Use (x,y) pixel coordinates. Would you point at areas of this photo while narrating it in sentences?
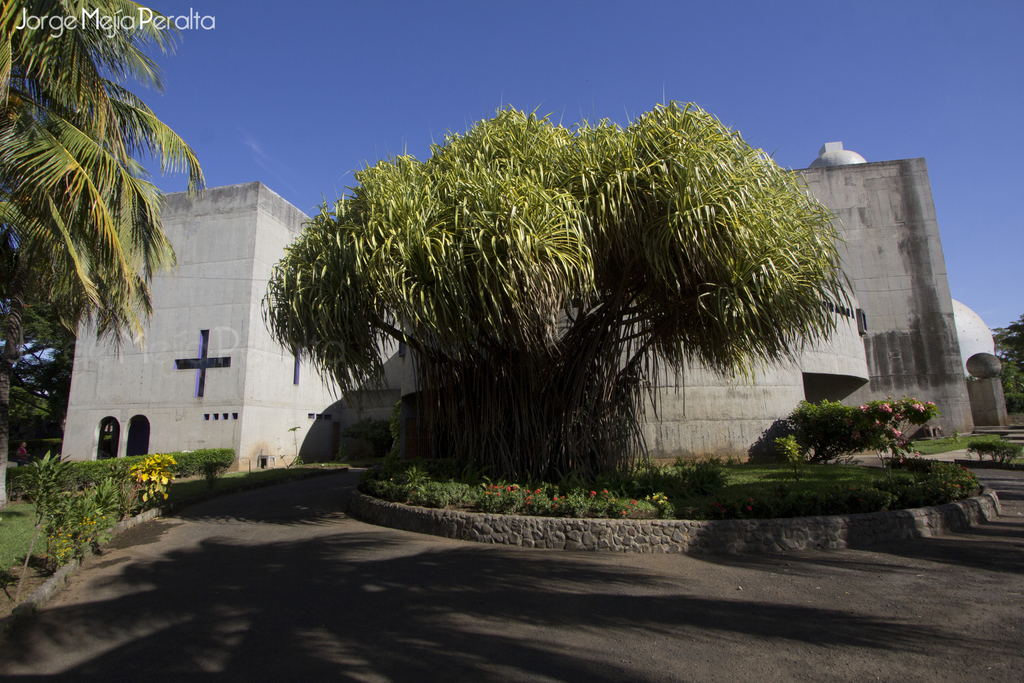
This image consists of grass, plants (108,514), fence (847,523), trees (529,408), buildings (409,400), person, windows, text (116,29) and the sky (395,57). This image is taken may be on the road (635,570).
